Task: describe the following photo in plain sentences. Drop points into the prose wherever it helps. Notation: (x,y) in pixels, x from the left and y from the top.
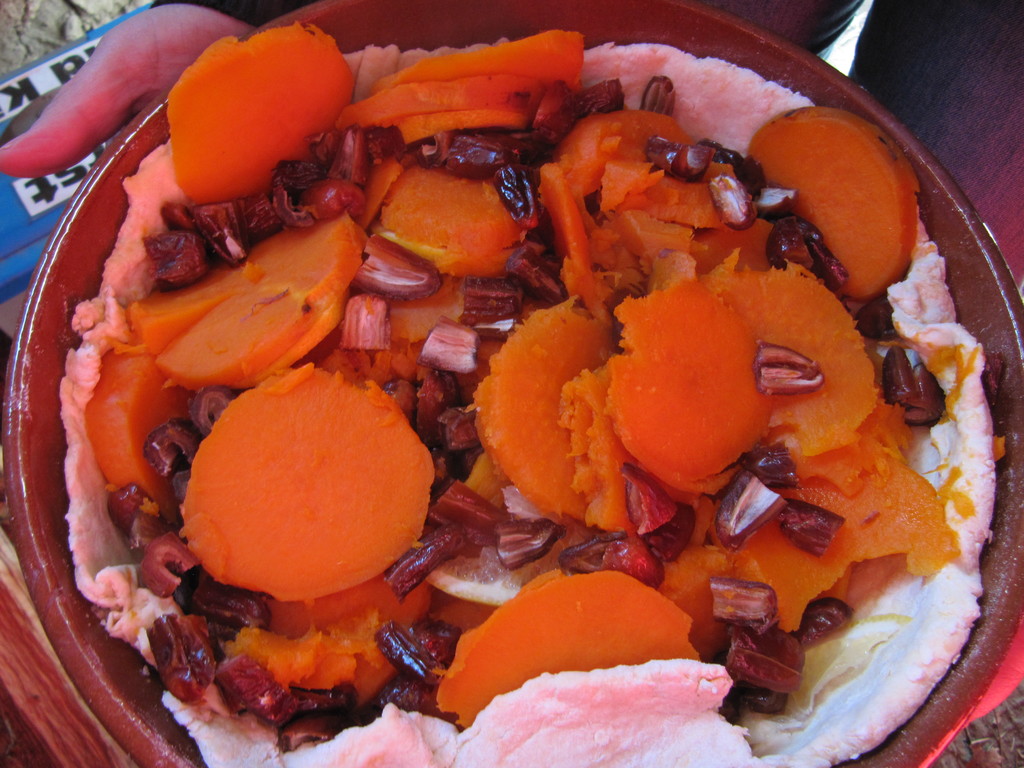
In this image there is some person (966,113) holding a bowl (1010,638) of food (715,702). Food items (554,616) include carrot (418,452) dates (643,539) and some white color item (828,703).
